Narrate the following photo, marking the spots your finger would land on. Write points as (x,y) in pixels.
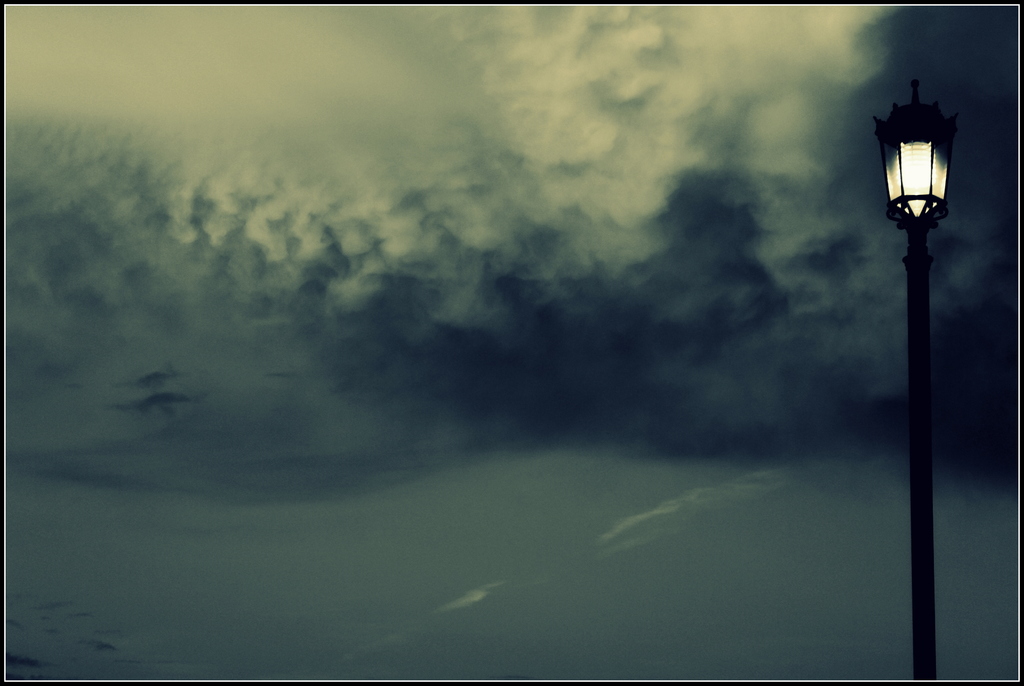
In this image I can see the light pole (899,160). In the background (421,409) I can see the clouds (332,395) and the sky (344,403).
